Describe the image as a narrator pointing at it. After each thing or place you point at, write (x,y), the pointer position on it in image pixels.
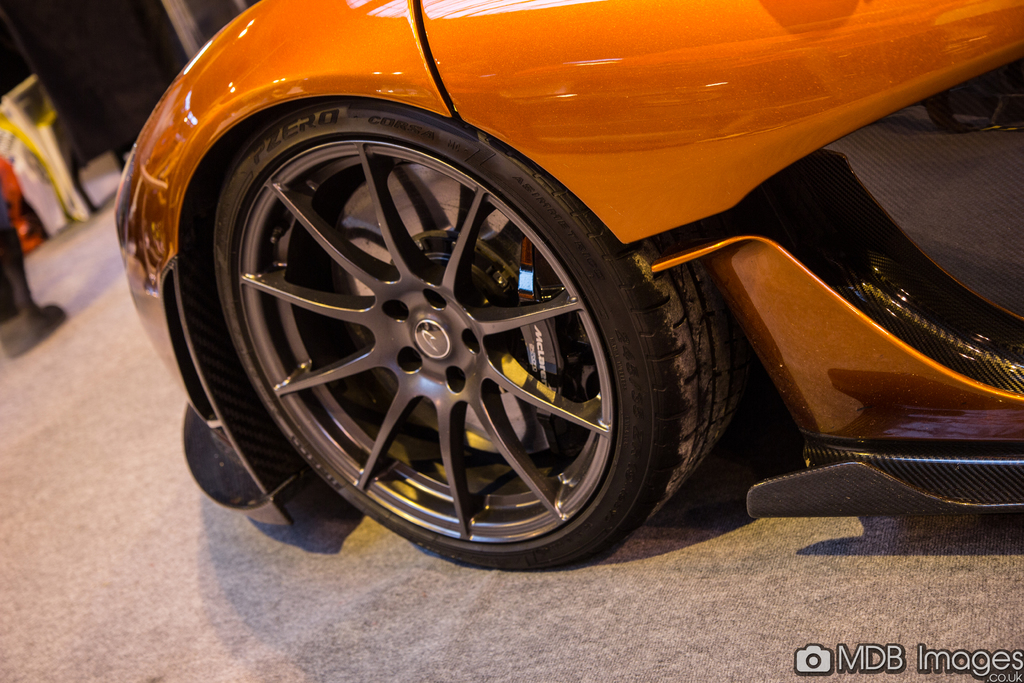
In the picture I can see an orange car (435,345) where I can see the tire (495,177) with a wheel alloy (441,419). The background of the image (2,181) is slightly blurred, where we can see a few objects (18,188) and here we can see the watermark (890,657) at the bottom right side of the image (890,656).
